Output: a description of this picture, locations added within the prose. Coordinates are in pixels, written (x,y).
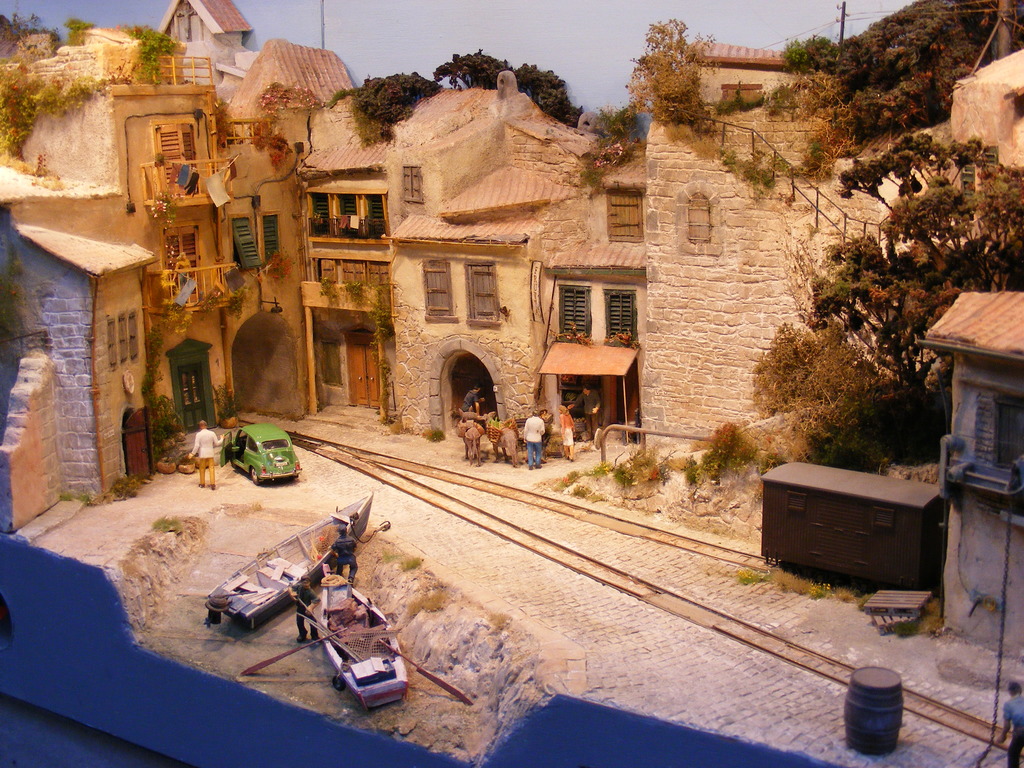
In the center of the image (446,333) there are buildings (595,281). At the bottom (262,577) there are boats (350,589) and we can see people (207,444). On the left (274,437) there is a car (236,442) and we can see tracks (495,488). In the background (476,67) there are trees (844,85), poles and sky (470,25). On the right (864,732) there is a barrel (875,730).
